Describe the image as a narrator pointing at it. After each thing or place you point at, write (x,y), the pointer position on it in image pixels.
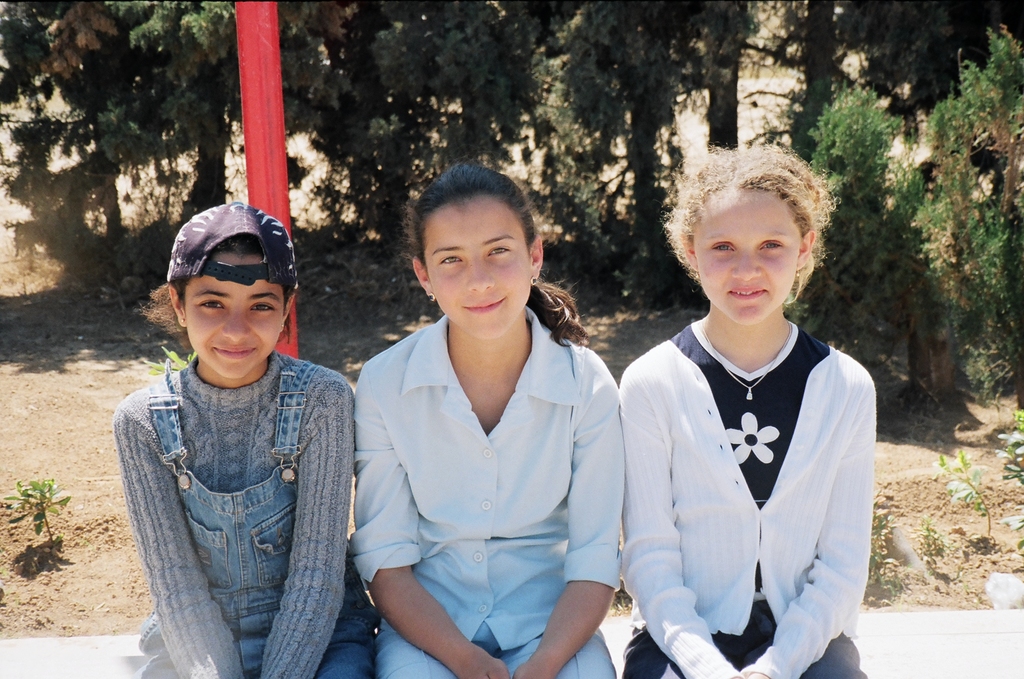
The 3 girls (427,347) are sitting on a wall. This 3 girls (774,451) smile beautifully. This 2 girls (676,459) wore white shirt (679,461). This girl (240,452) wore cap (237,271) and a dungaree (250,523). Far there are number of trees (583,85) in green color. Backside of this girl (267,274) there is red color pole (271,163).
